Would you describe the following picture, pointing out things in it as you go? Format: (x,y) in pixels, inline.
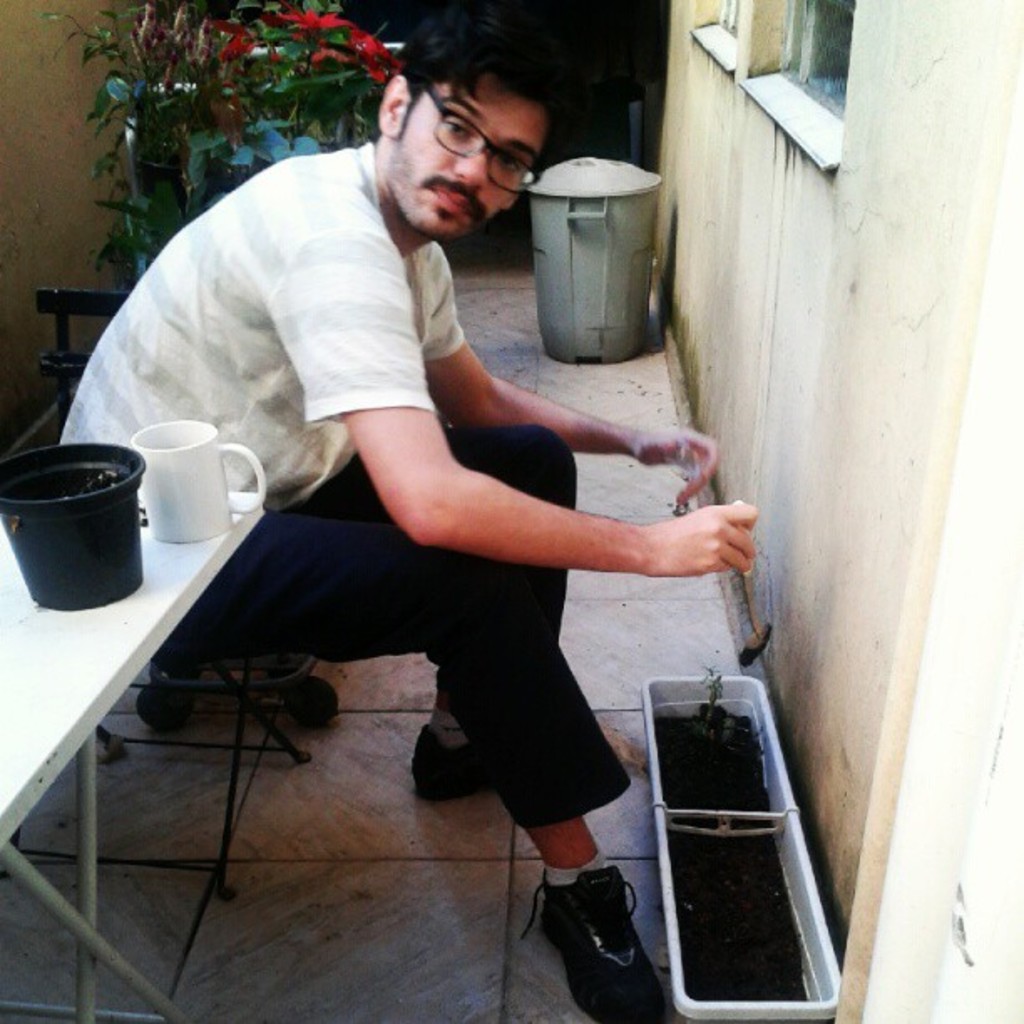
A man (331,312) is sitting wearing a white t shirt (350,367) and black pant (453,614). He is wearing glasses (461,139). He is wearing black shoe (589,943). There is a table (99,707) beside him. On the table (140,626) there is a black pot (98,542) and a white mug (182,511). There is plant (221,76) behind him. The plant (320,60) is having leaves (218,121). There is a dustbin (631,263). There is window (786,70) in front of the person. There is a pot (711,809) inside it there is soil (693,868). The man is holding a spatula (756,625). This is the floor (320,948).
